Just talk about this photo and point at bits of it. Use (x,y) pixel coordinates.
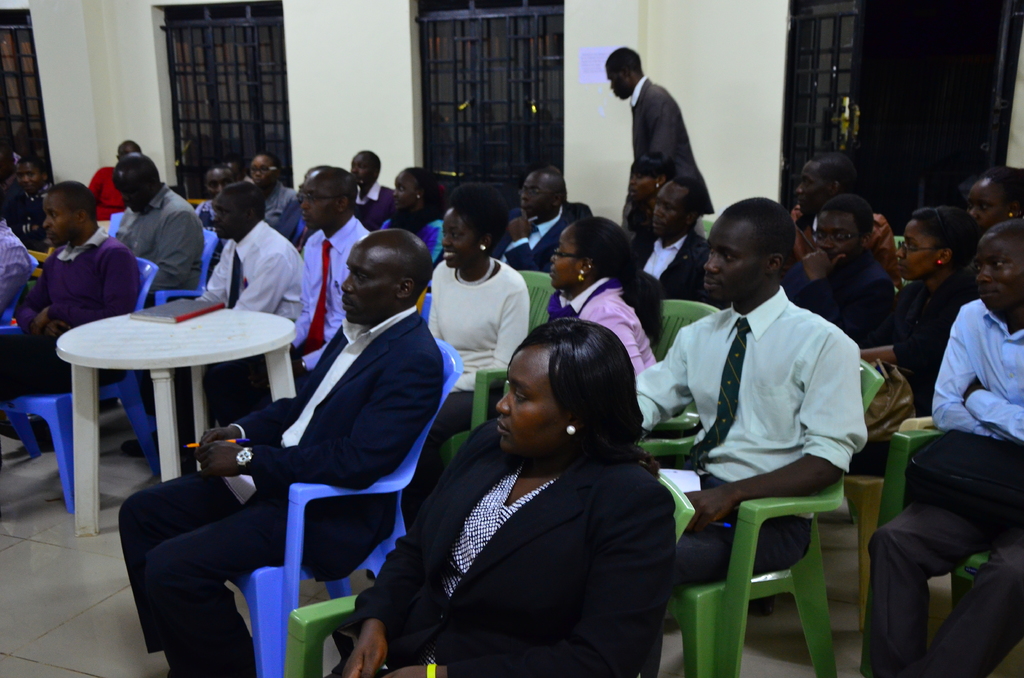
In this image there are grilles (449,93), walls (699,93), people (209,393), table (190,342), book (162,305), tile floor (62,661) and objects (885,367). Among them one person (641,102) is standing. Poster (596,72) is on the wall (622,20). On the table (170,352) there is a book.
